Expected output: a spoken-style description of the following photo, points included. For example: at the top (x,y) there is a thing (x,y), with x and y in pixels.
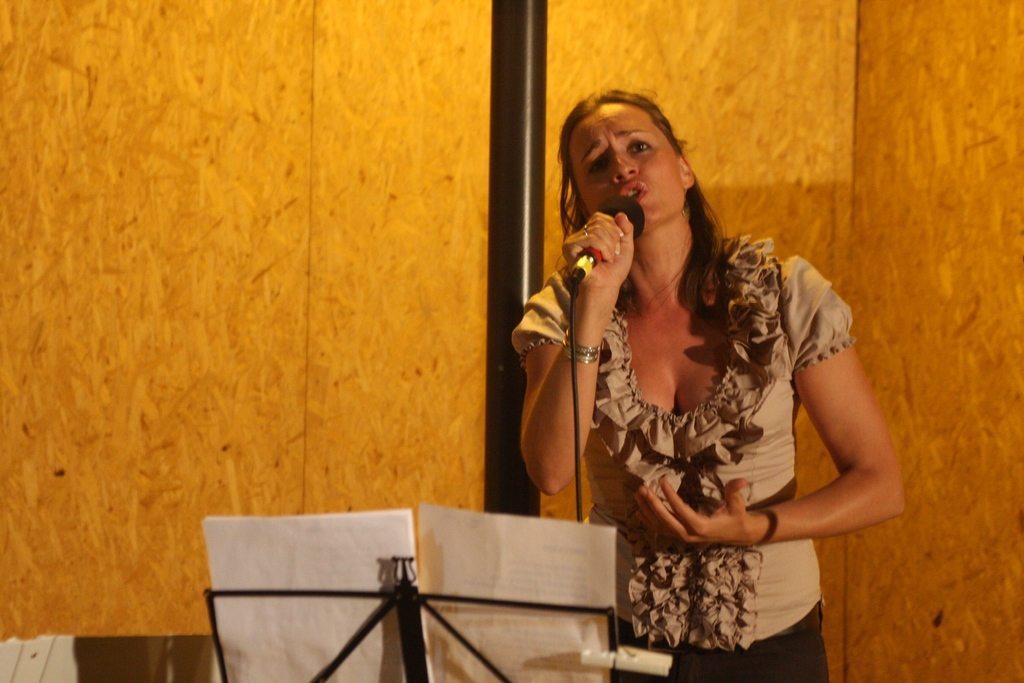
In this picture I can observe a woman (612,461) on the right side (689,497), holding a mic (636,222) in her hand (605,235). She is singing. In front of her there are some papers (379,580) in the bottom of the picture (303,562). In the background (215,147) there is a wall (800,129).
